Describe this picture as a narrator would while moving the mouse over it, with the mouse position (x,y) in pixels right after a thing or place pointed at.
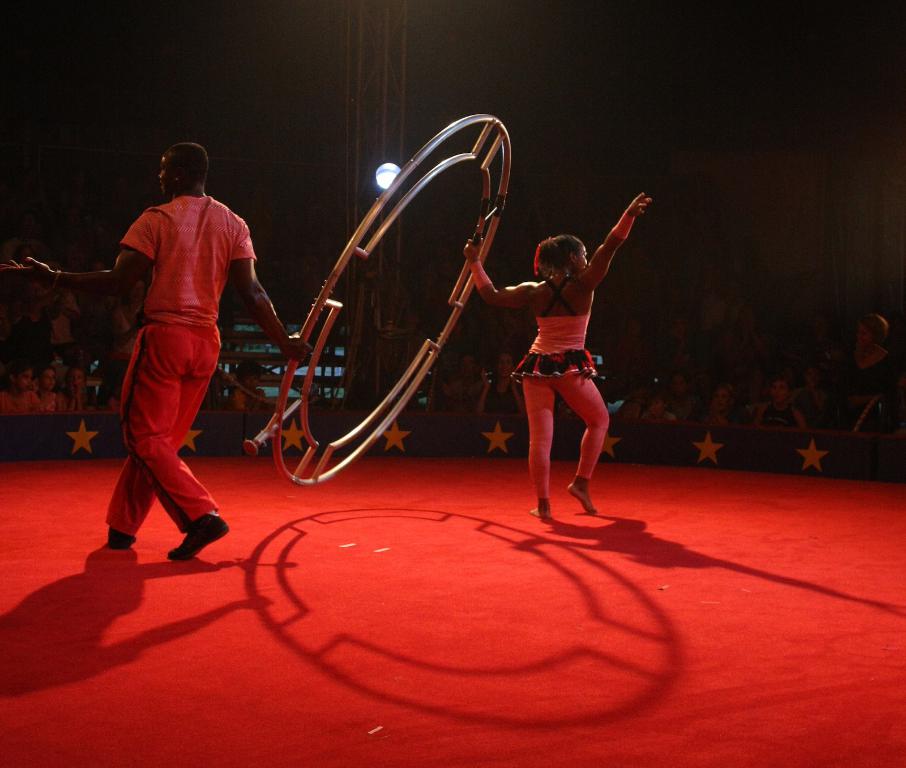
In this image we can see a man (265,307) and a woman (585,455) standing on the red color floor (458,555) and also holding the ring (340,271). In the background (117,325) we can see the people (862,405). We can also see the tower (392,109) with some rods (350,50) and also the light (388,184) and the background (95,58) is in black color.
